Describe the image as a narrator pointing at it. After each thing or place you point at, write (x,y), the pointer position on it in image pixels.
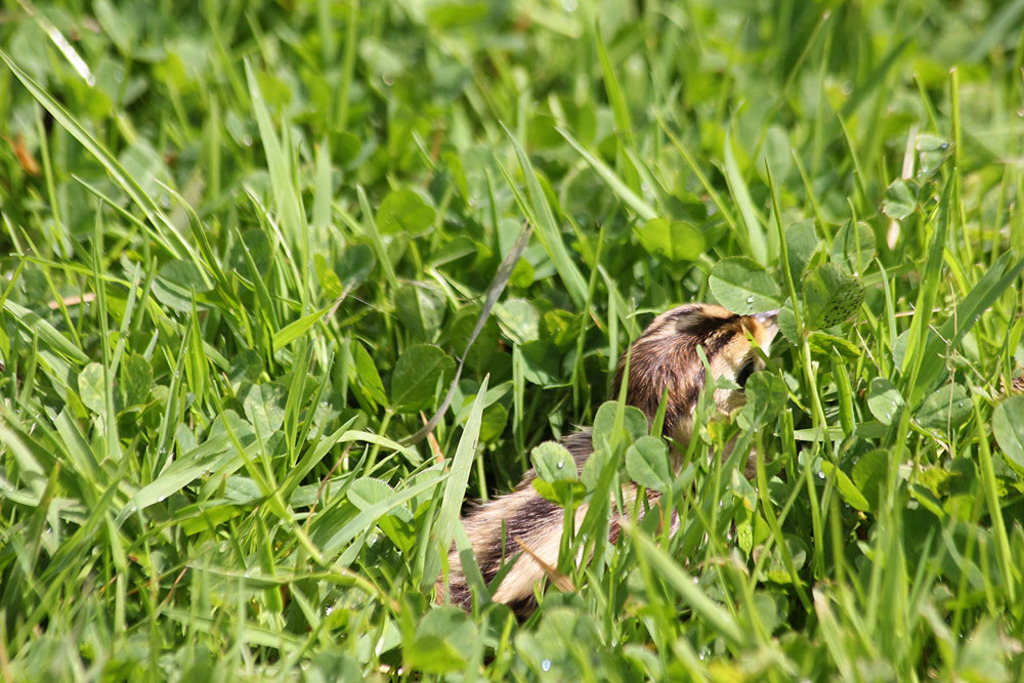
In this image there is a bird (506,535) or an animal (506,535) in the plants (291,424).
